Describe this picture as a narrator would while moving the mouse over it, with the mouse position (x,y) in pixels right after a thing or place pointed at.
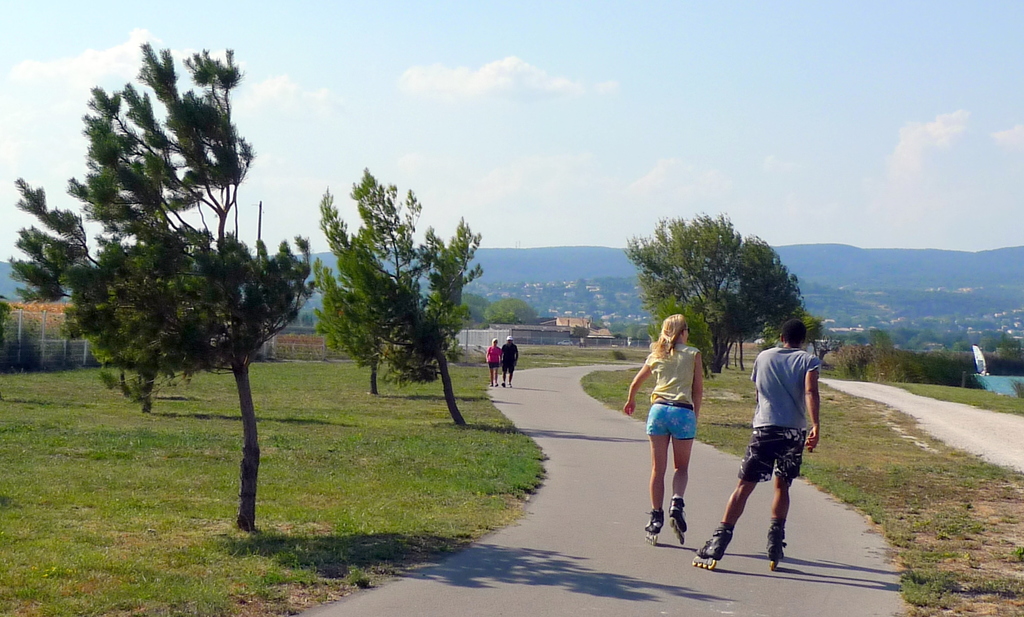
In this picture we can see two people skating on the road (606,592), in front of them we can see two people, houses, trees (697,291), grass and some objects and in the background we can see mountains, sky (505,19).
